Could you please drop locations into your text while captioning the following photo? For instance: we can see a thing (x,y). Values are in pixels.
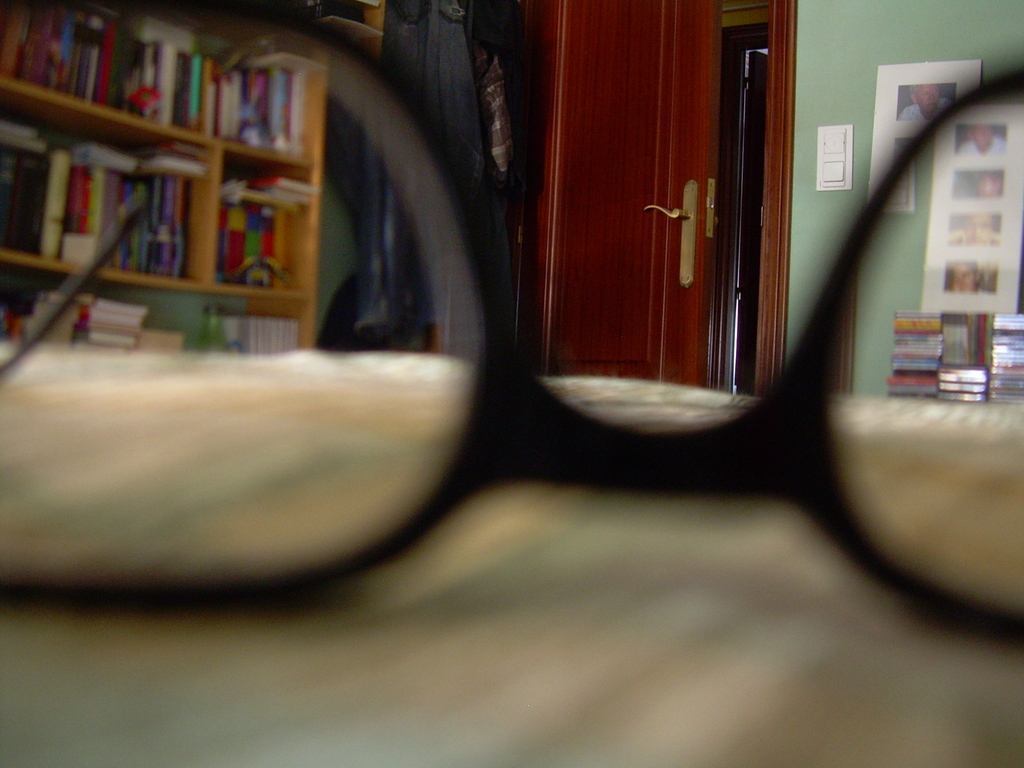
In this image in the foreground (803,412) there are spectacles (602,444), and at the bottom (553,571) there might be a table (650,410). And in the background (699,225) there is a door (622,168), shelf (13,281) and in the shelf (136,86) there are books (82,83), clothes (376,156) and some photos (887,154) on the wall (836,210). And on the right side (927,322) there are some books (939,353).
